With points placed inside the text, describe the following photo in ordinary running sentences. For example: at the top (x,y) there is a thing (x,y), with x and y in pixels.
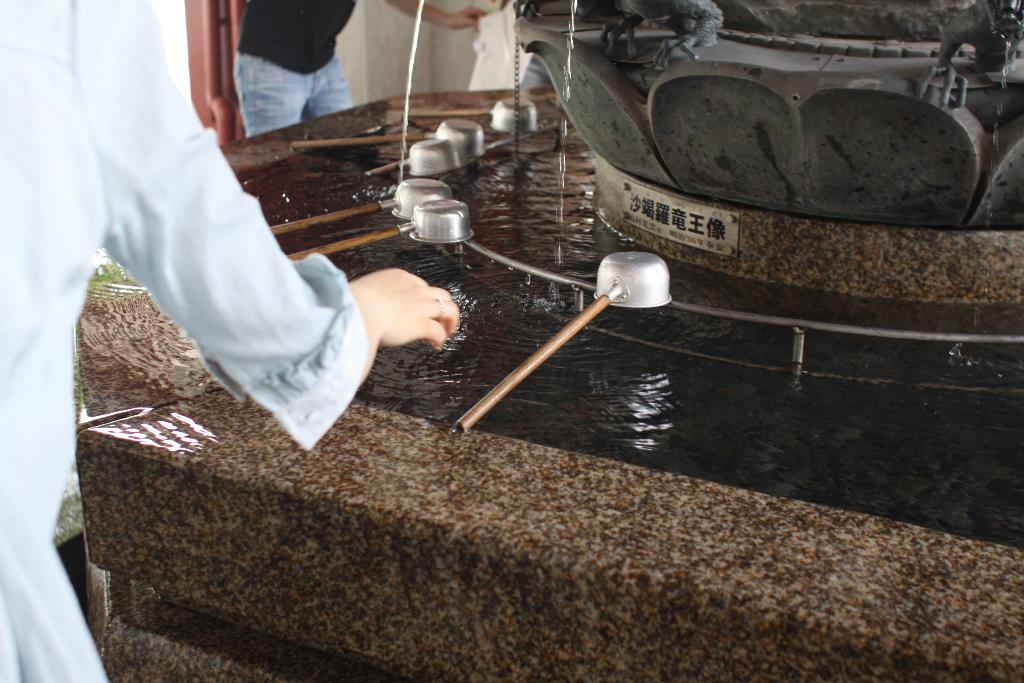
In this image I can see there are two persons (49,317), water (544,213), utensils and there is a flower shaped object (765,116) at right side (787,173) and there is something written on it.
